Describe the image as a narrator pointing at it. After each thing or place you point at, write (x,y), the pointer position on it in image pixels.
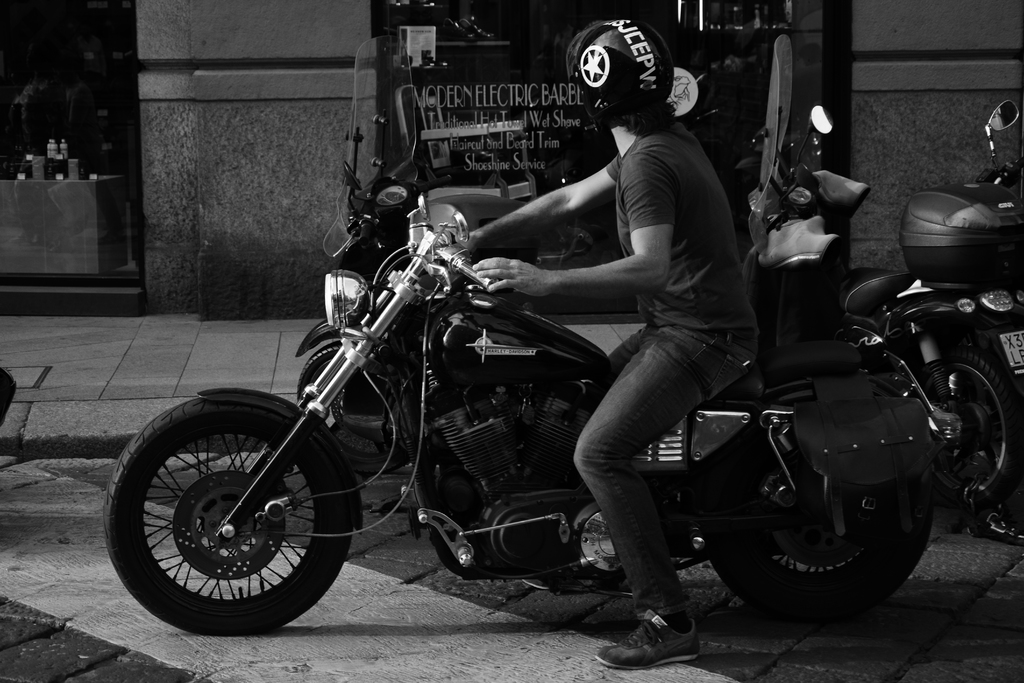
In this image there is a person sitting on a bike (452,483) wearing a helmet (612,27) and the right side of image (1017,270) there are bikes (758,232) on the road (446,578). There is a pavement (18,437) beside it. Few bottles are there on table (9,250) at the left side of the image (44,263).
